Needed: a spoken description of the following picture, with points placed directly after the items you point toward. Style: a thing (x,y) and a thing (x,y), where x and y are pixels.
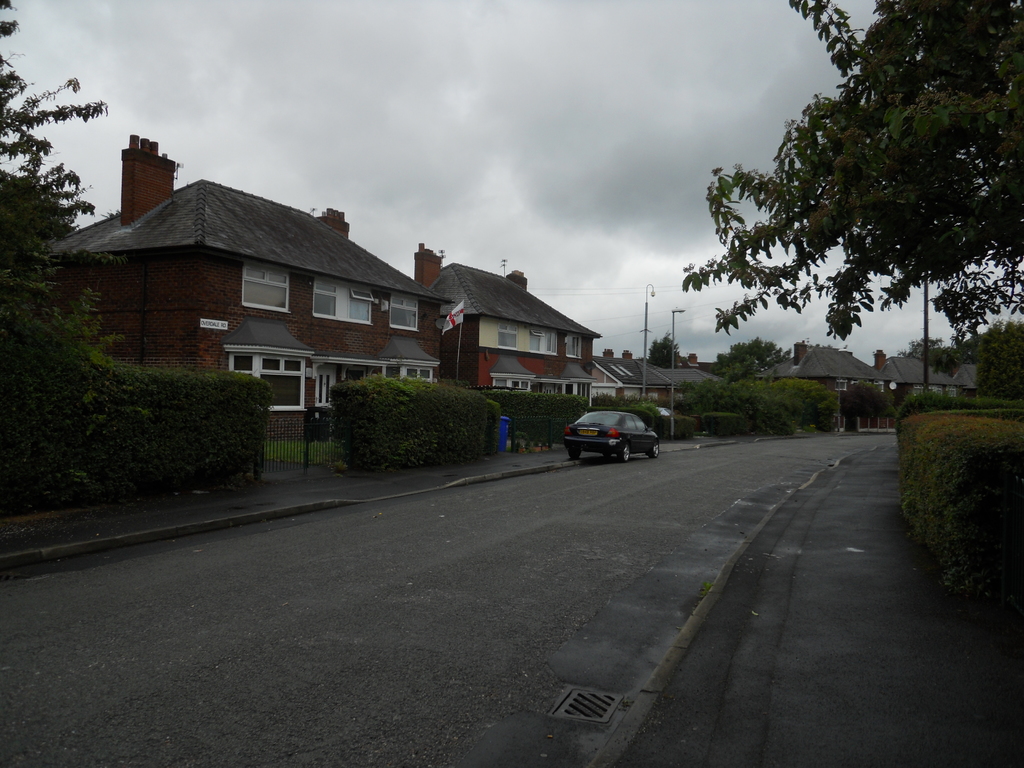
In this picture I can see the building (622,358), street lights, poles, trees (748,369), plants (159,489) and grass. In the center (630,437) there is a car (607,441) which is parked near to the dustbin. Beside that I can see the flag (455,324). On the left (297,450) there is a gate (272,428). At the top (492,121) I can see the sky (223,145) and clouds (434,90).
